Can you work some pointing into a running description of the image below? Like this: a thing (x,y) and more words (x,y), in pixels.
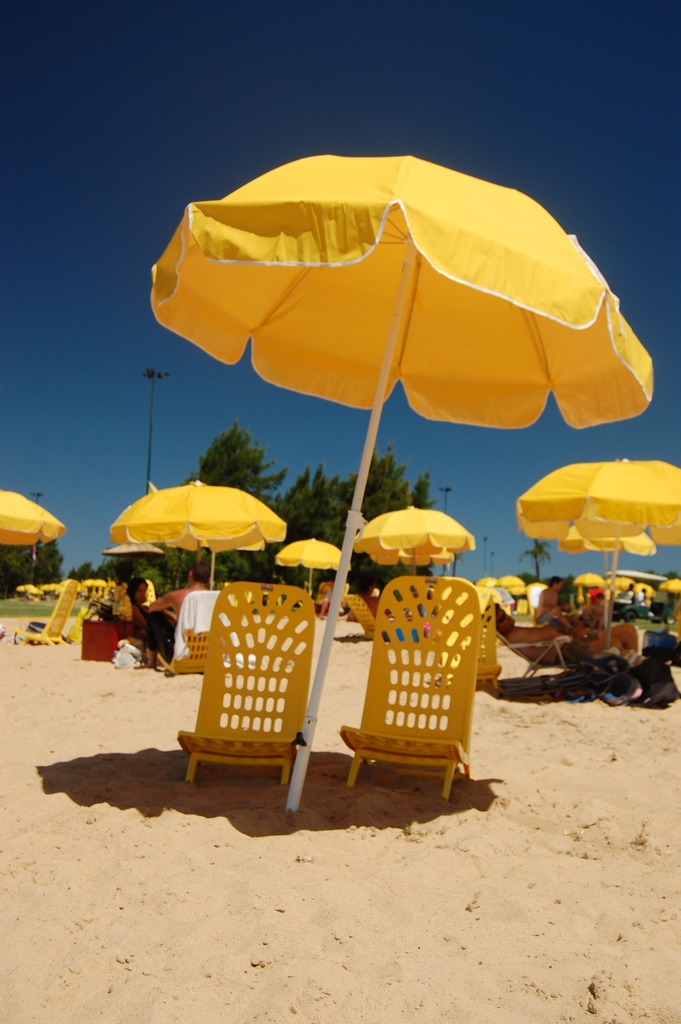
In this picture we can see umbrella (252,334) and below this umbrella (364,455) there are two chairs (222,610) and background (215,528) we can see some persons (559,587) are sitting below umbrella (598,575) and in background (197,409) we can see tree (225,472), sky (145,395), pole (153,416).
